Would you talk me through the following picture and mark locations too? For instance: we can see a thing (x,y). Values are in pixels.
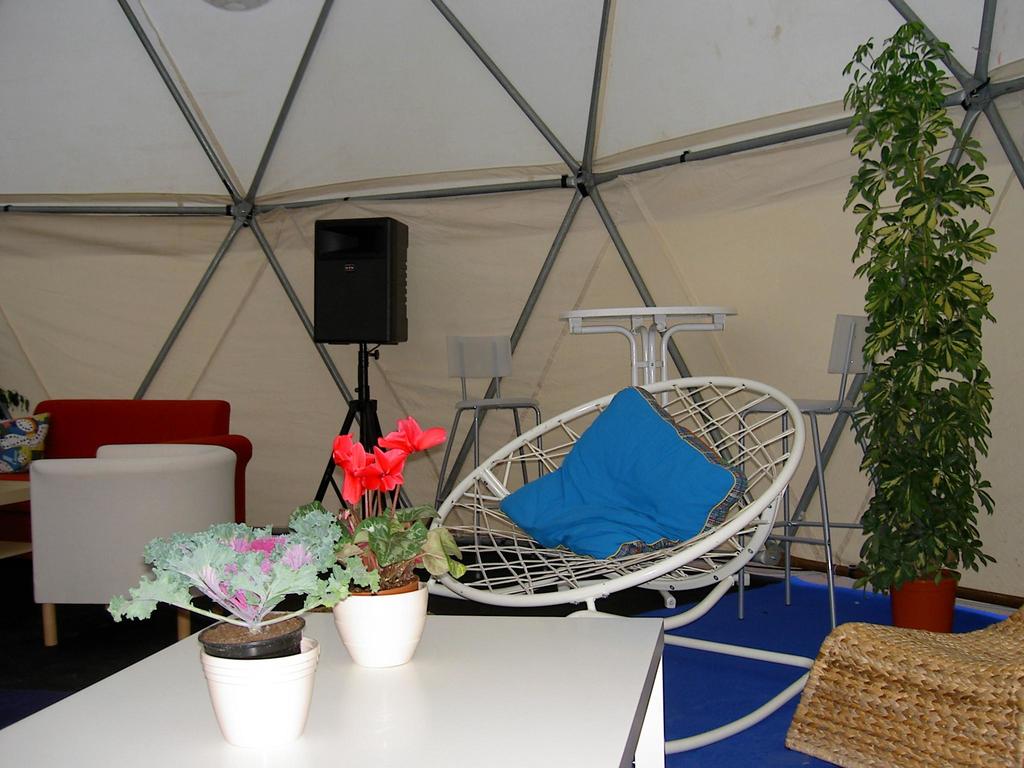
Here we can see couple of chairs (505,457) placed and here there is a couch (129,400) and at the front (415,625) there is a table (71,709) on which there are flower plants (334,592) and at the back side (334,334) we can see a speaker (334,270) held on a stand (367,388) and at the right side (898,265) we can see a plant (873,281).
